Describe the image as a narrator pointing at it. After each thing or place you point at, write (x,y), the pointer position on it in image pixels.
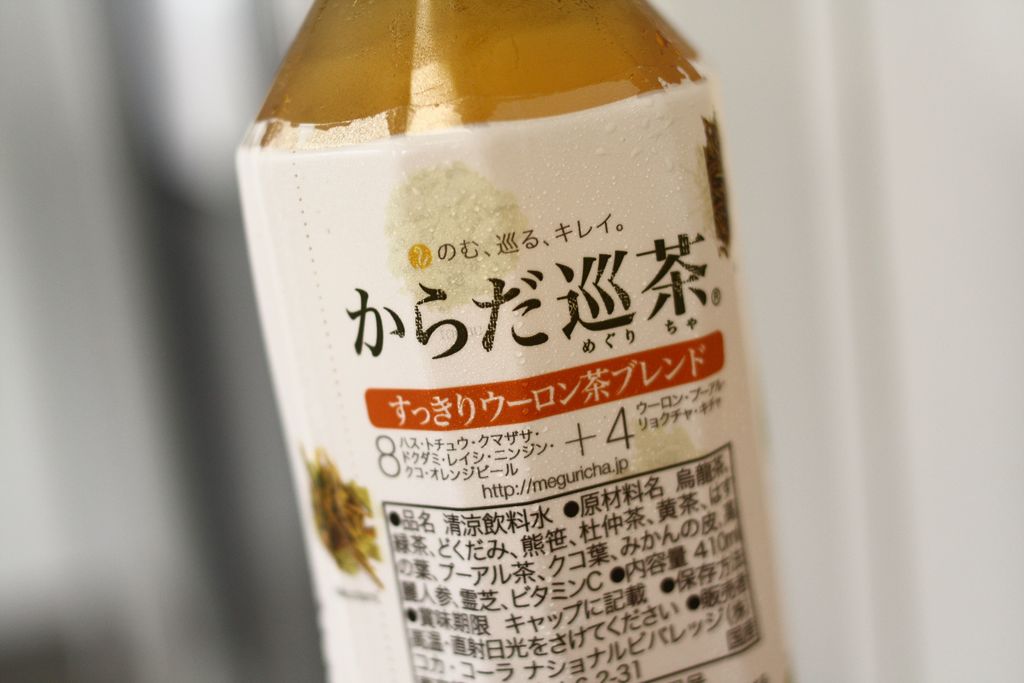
In this image there is a bottle (576,330) on that bottle (576,494) there is some written text (530,435).
